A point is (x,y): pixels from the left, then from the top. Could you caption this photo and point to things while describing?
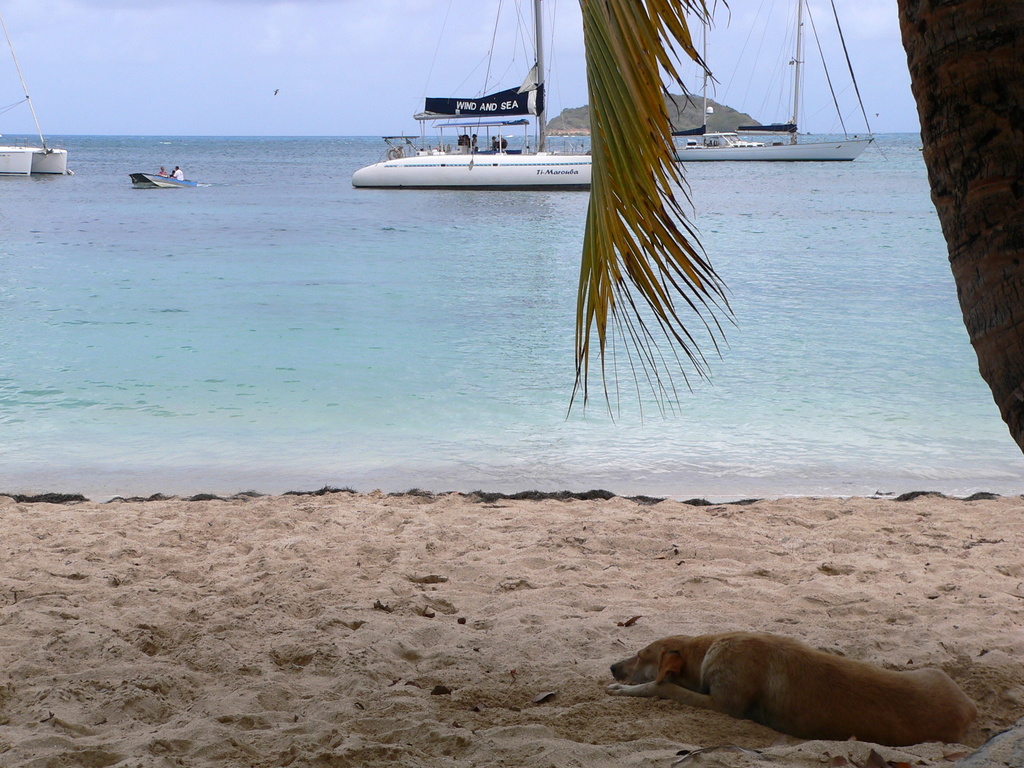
In this image I can see the dog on the sand (394,651). The dog (743,696) is in brown color. To the side I can see the tree (984,218). In the background (478,278) I can see the boats (456,144) on the water (340,379). I can see few people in the boats (536,176). I can also see the mountain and the sky (223,48).
